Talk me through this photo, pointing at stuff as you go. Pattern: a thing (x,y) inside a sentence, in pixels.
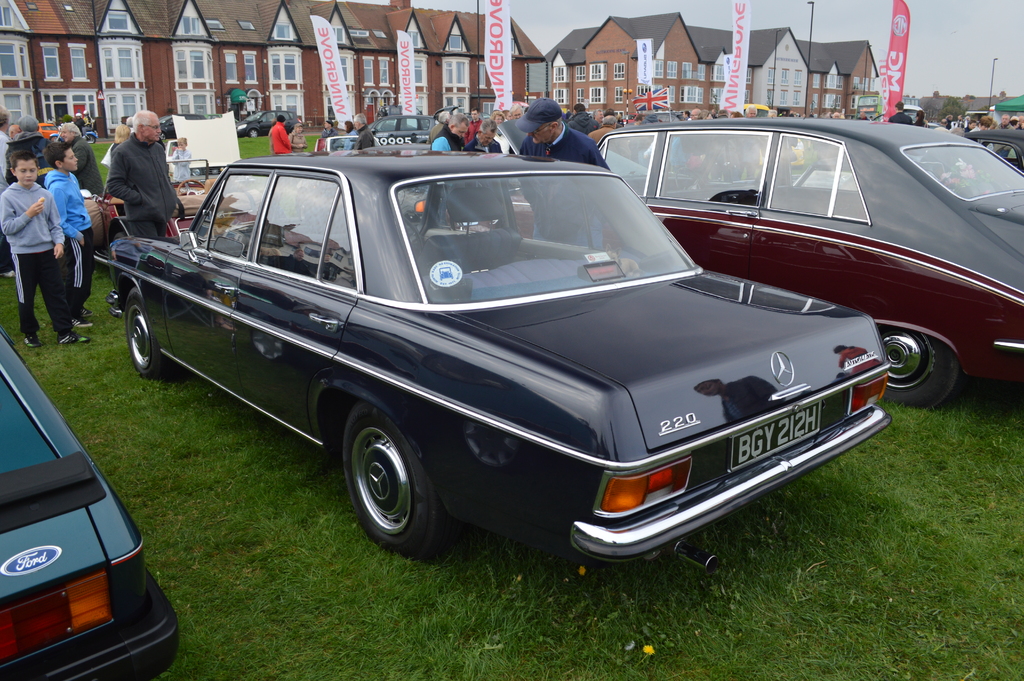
In this image cars (473,419) were parked on the surface (484,576) of the grass (843,488). At the background (252,44) there are buildings (237,54), street lights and sky (940,34). We can see people (143,181) are standing on the surface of the grass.
